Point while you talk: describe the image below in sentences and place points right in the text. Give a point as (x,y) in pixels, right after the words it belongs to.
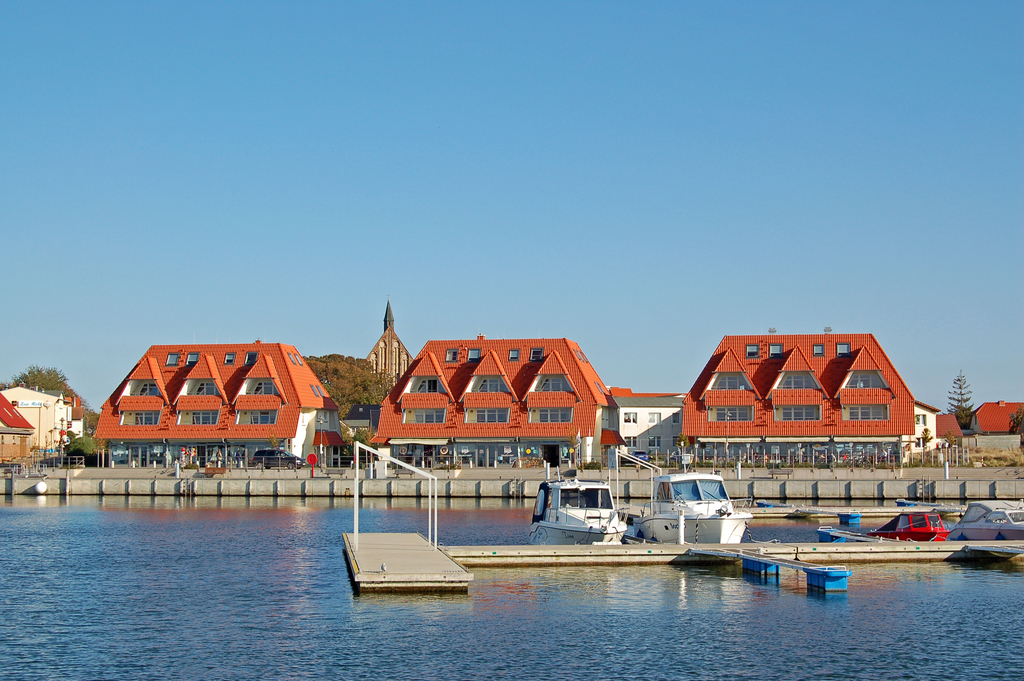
In this image there are boats (693,522) moored on the water (666,572). Right side (758,554) there is a dock (918,550). Middle of the image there is a wall (443,484). Behind there are vehicles (262,459). Background (297,387) there are buildings (718,414) and trees (350,379). Top of the image (509,123) there is sky (563,117).
